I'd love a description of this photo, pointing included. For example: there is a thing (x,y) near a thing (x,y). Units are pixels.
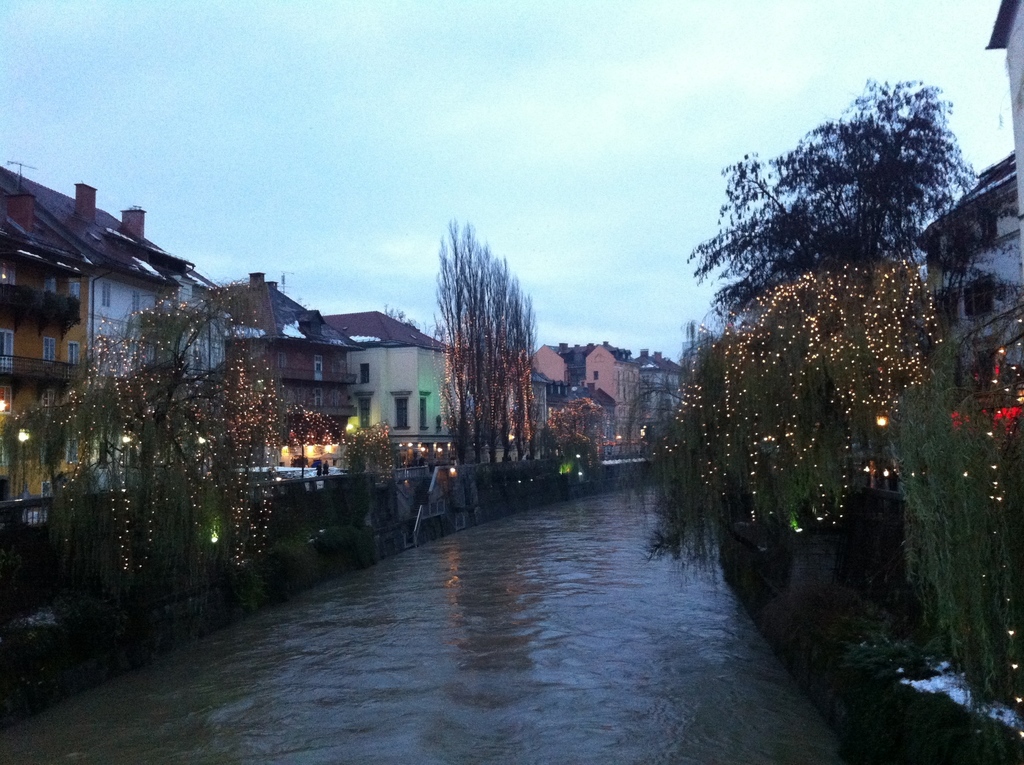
In this image we can see water (518,549), trees (359,455). buildings (651,402), road (266,470), lights (128,439), sky (329,175) and clouds (663,78).
